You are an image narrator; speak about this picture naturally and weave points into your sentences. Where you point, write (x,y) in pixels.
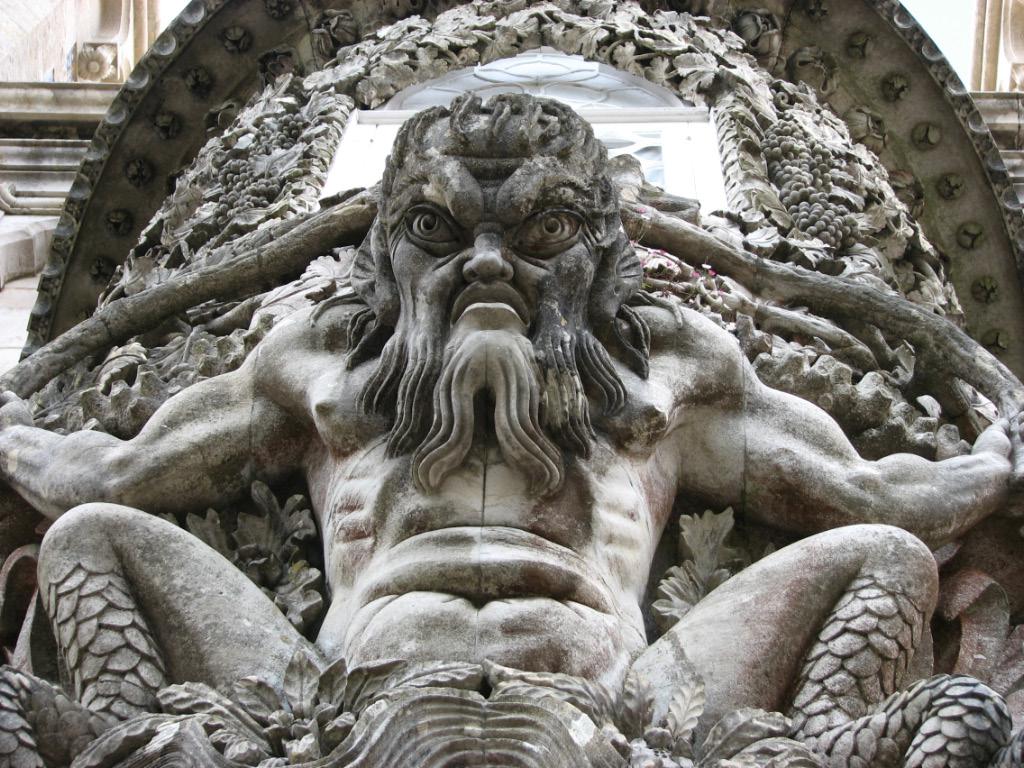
In the center of the image (640,435) there is a sculpture (132,350).
